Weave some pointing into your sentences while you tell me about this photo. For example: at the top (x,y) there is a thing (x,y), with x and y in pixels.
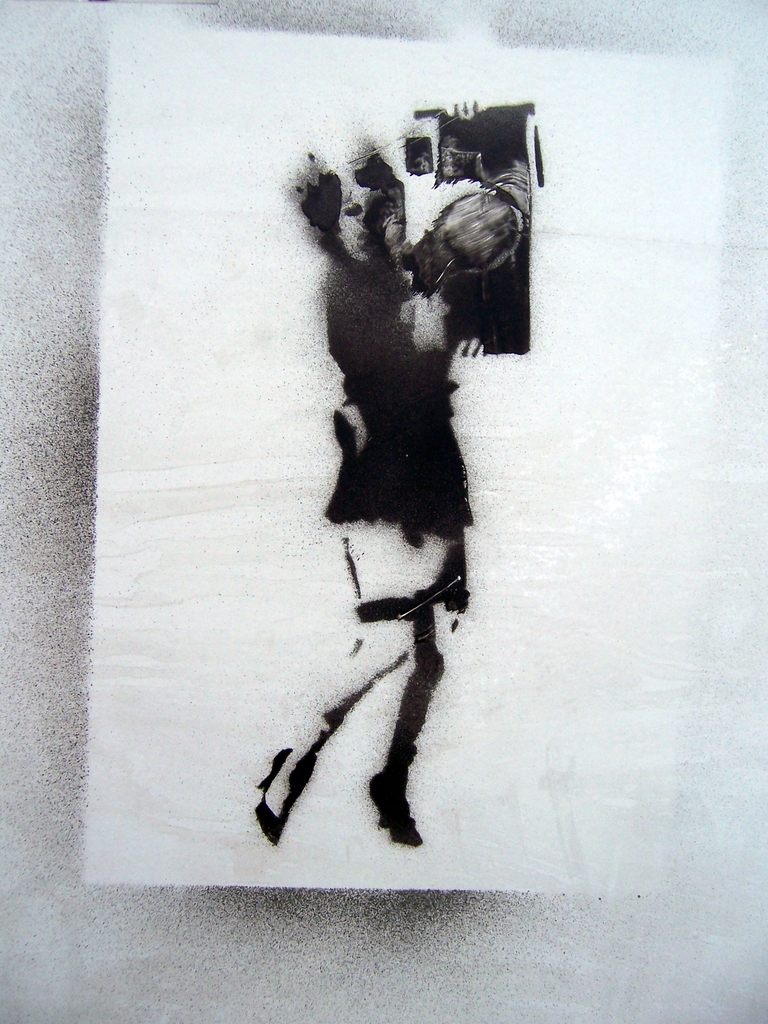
In the center of this picture (419,428) we can see the drawing (438,267) of a person (448,390) holding some objects (514,160). In the background (88,186) we can see the paper (209,379).
